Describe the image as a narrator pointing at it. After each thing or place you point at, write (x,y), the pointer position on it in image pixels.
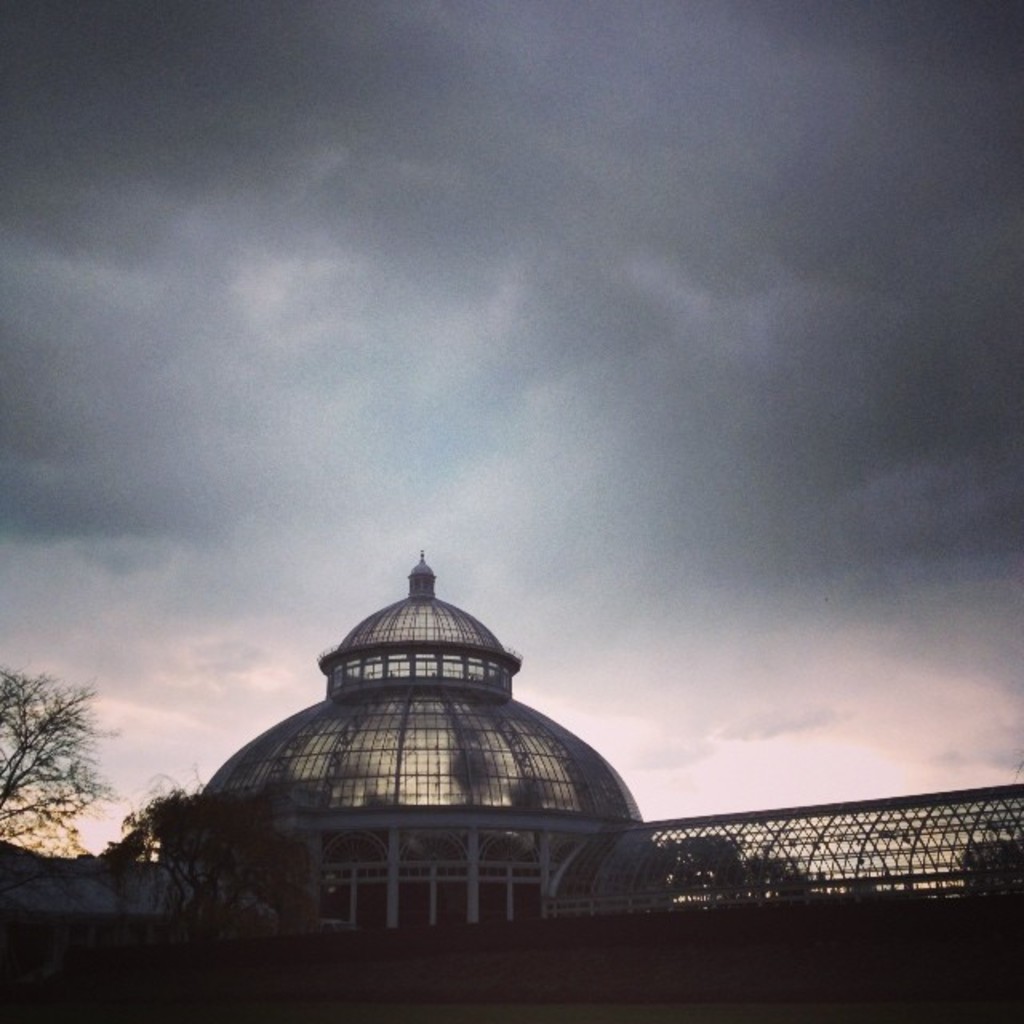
There is a building (439,781) with pillars (467,863). Also there are trees (176,878). In the background (359,416) there is sky (693,576).
